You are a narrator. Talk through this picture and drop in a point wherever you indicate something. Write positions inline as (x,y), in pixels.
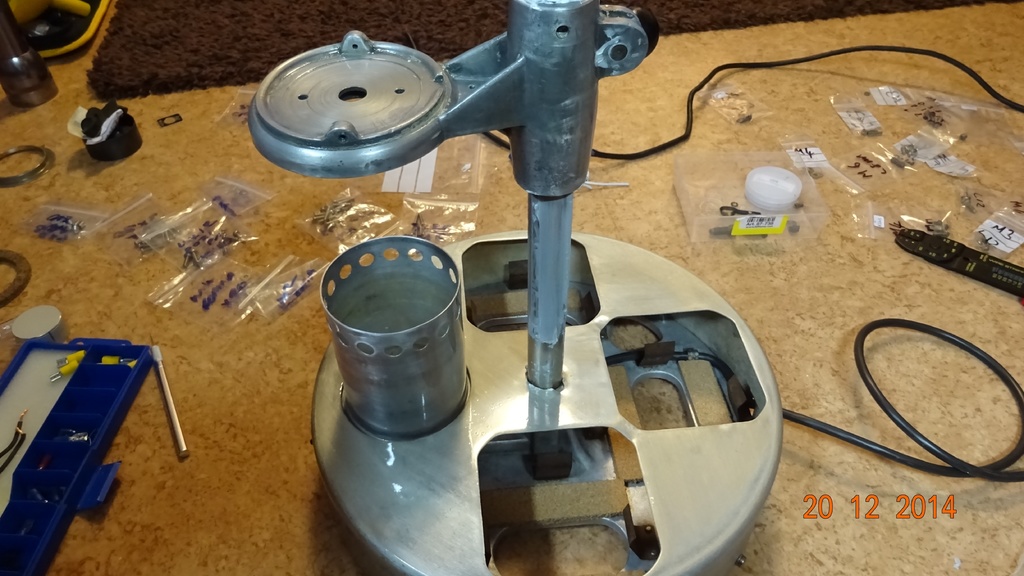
In this picture it looks like a machine (718,358) and its parts (333,210) kept on the floor (721,47).
